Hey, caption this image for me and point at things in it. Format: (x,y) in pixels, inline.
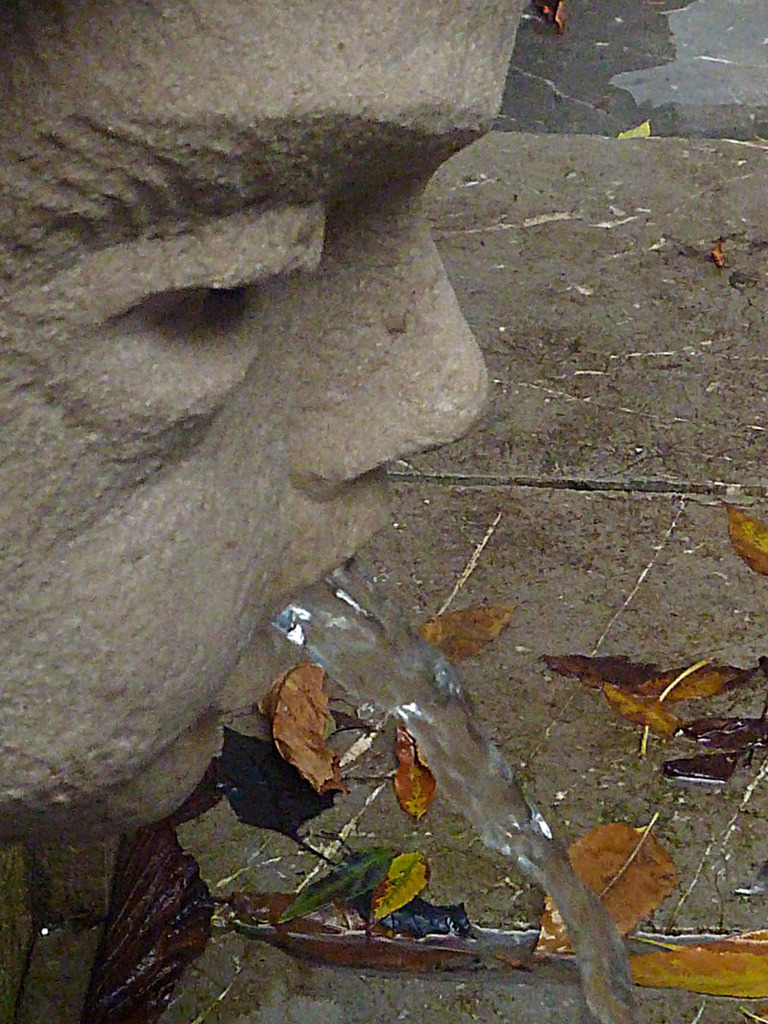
In the center of the image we can see water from the statue (359,494).
